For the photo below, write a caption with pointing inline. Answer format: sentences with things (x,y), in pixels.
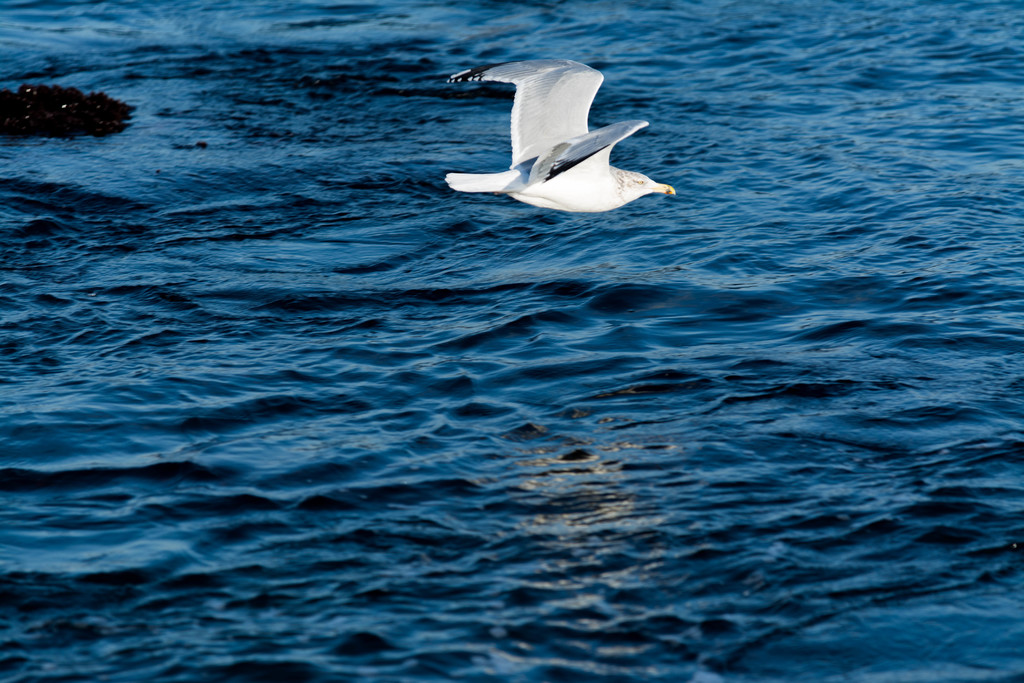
In the center of the image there is a white color bird (597,75). At the bottom of the image (88,563) there is water (383,358).
